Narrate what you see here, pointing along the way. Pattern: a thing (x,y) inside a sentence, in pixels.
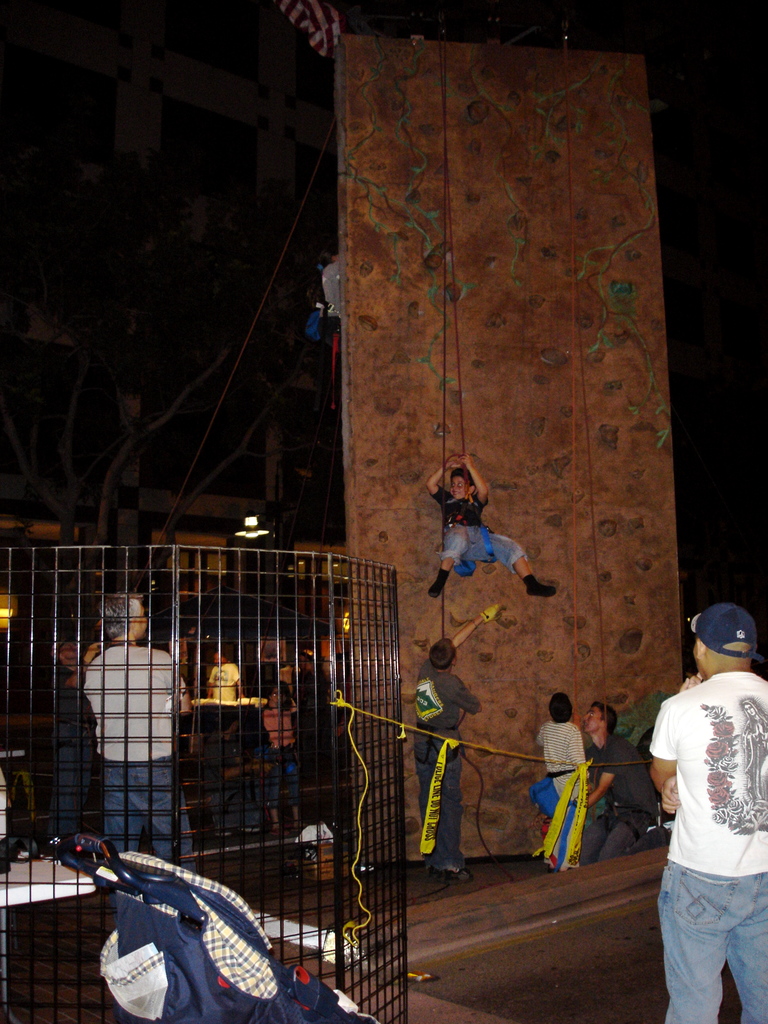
In this image in the front (302,862) there is a person (728,812) standing and there is a black colour stand (187,782). In the center (289,671) there are persons (234,745) standing and in the background (351,555) there is a wall (379,272) and there is a person (472,471) climbing on the wall (366,503) and there are lights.
